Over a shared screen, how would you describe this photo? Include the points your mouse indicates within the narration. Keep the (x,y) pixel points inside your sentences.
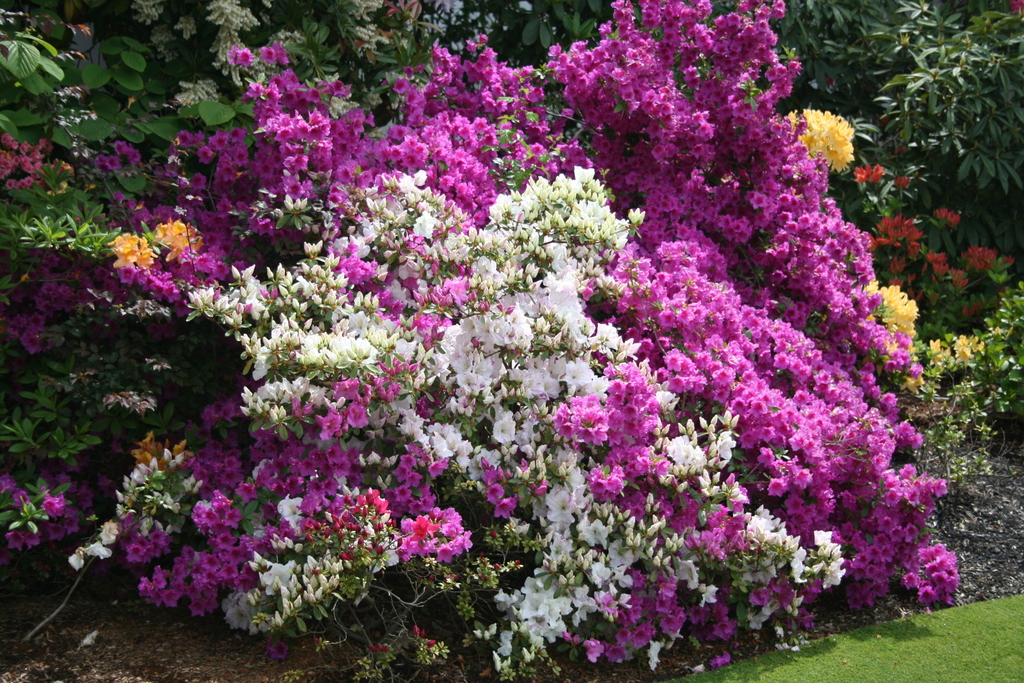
In this image we can see there are flowers (566,377), leaves (53,102) and plants (833,109).
